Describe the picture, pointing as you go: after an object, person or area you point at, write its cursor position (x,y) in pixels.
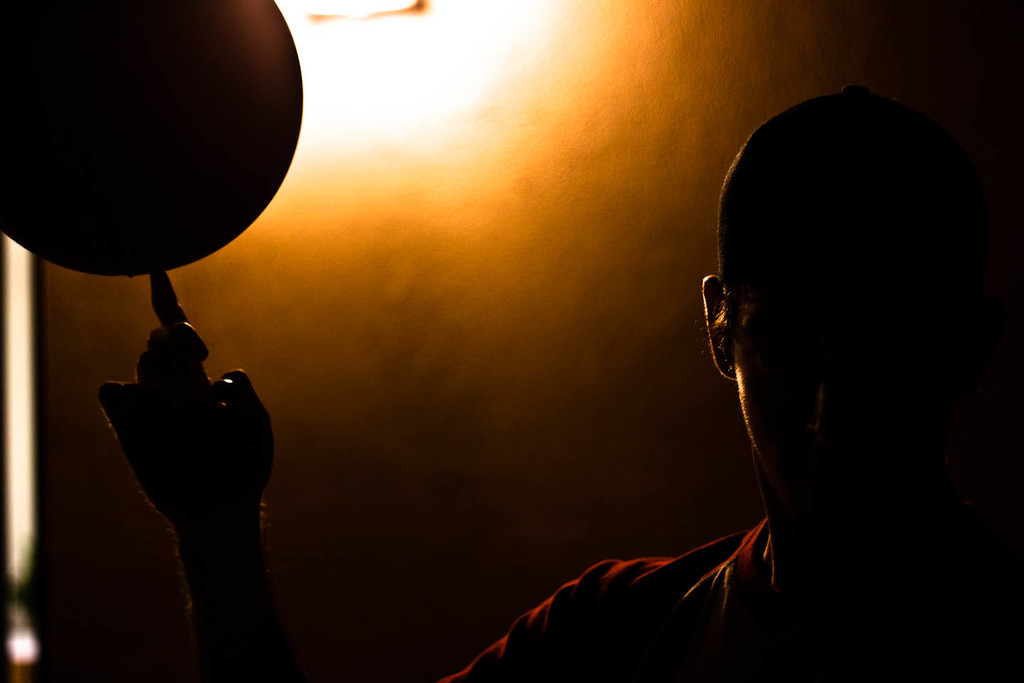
In this image I can see the dark picture in which I can see a person (185,331) and a ball (172,233) on his finger (159,303). In the background (413,339) I can see the wall (451,288) and a light (436,101).
